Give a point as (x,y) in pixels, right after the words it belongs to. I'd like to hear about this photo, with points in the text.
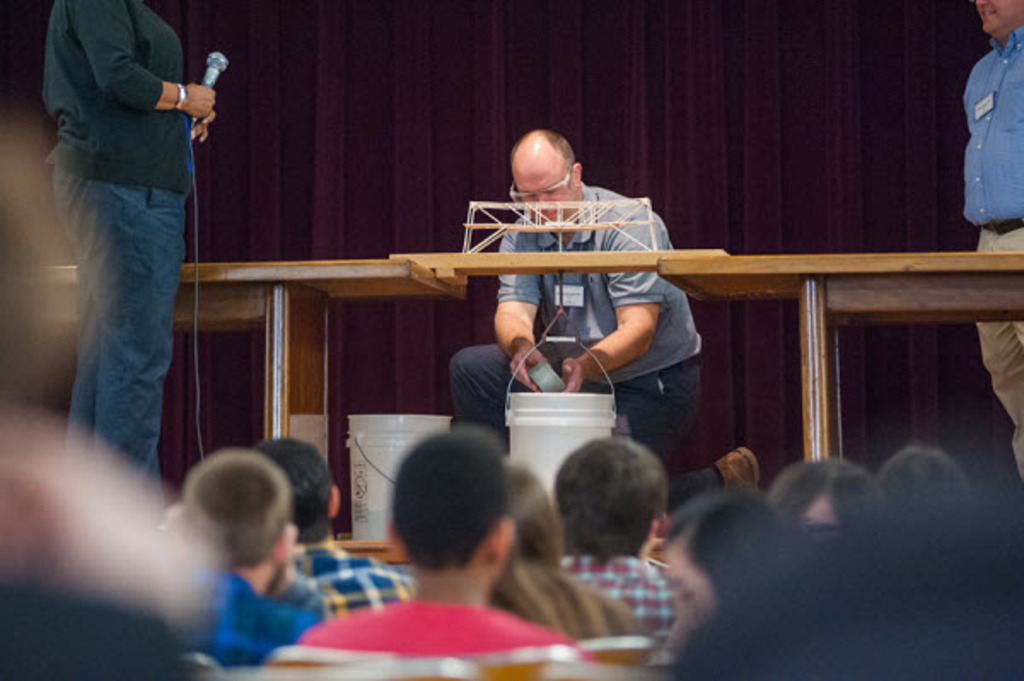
In this picture we can see group of people (663,310), on the left side of the image (114,137) we can see a person (117,154) and the person (118,158) is holding a microphone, in the middle of the image (596,247) we can see a man (538,245), he is holding an object (550,376), in front of him we can see buckets (534,459).
